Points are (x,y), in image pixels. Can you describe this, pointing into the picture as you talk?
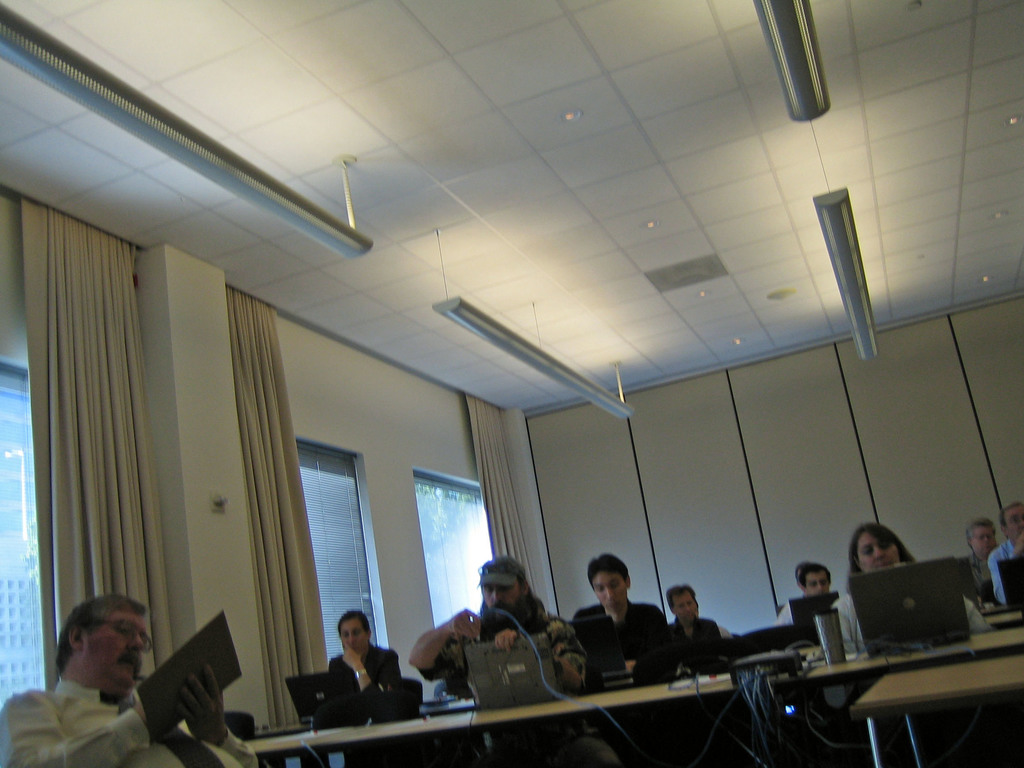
In this image I can see groups of people (374,656) sitting, on the left bottom of the image (194,667) there is a man (91,681) holding a object (186,677). On the left side (130,528) there is a curtain (118,505) on the walls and glass (479,518) attached to the wall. Behind the persons (101,698) they are a wall (695,442) which is white in color. On the top of the person (91,681) there is a roof (977,231) where we can see lights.
